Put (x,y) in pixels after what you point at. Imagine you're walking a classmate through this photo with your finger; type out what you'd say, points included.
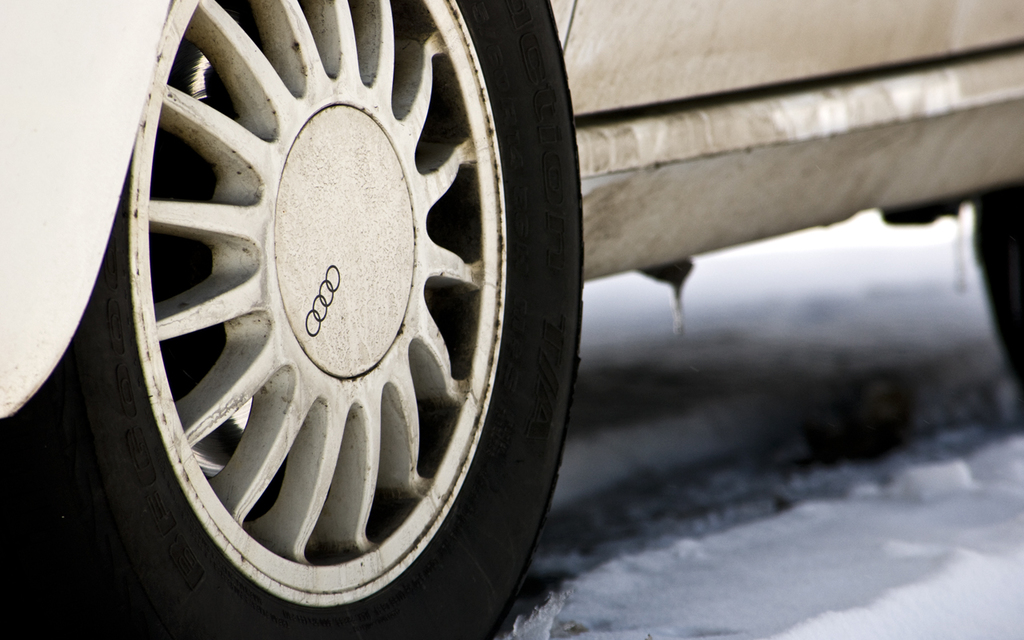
In this picture I can see there is a vehicle (714,177) and there is a wheel (312,552) here and there is a logo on the wheel (293,292).
